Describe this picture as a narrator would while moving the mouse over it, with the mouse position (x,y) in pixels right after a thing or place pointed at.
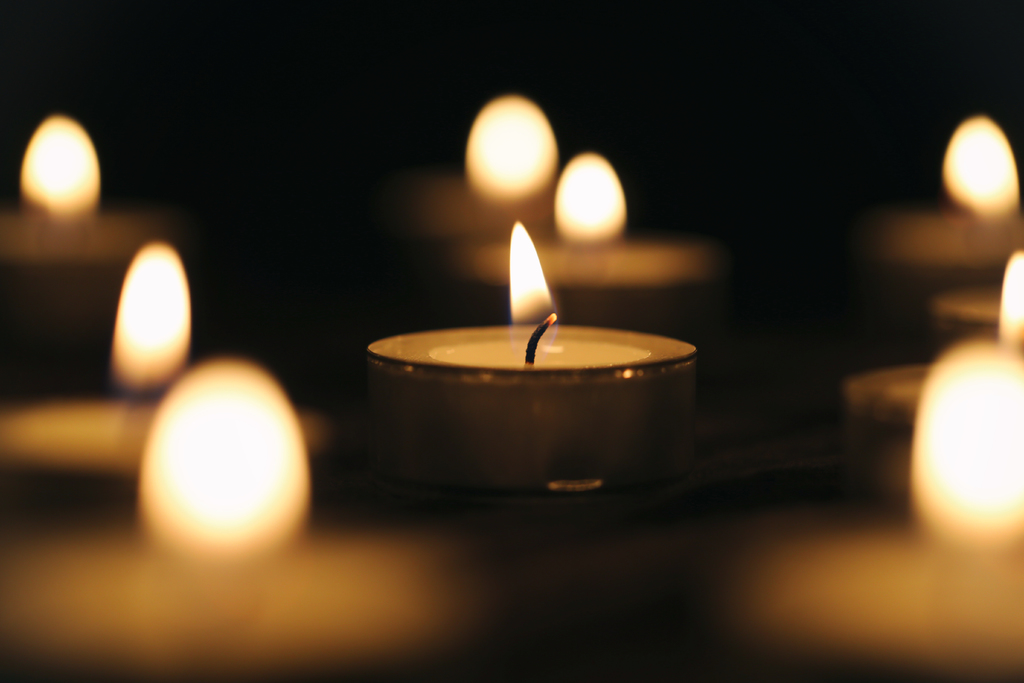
In this image I can see there are candles (657,381).
